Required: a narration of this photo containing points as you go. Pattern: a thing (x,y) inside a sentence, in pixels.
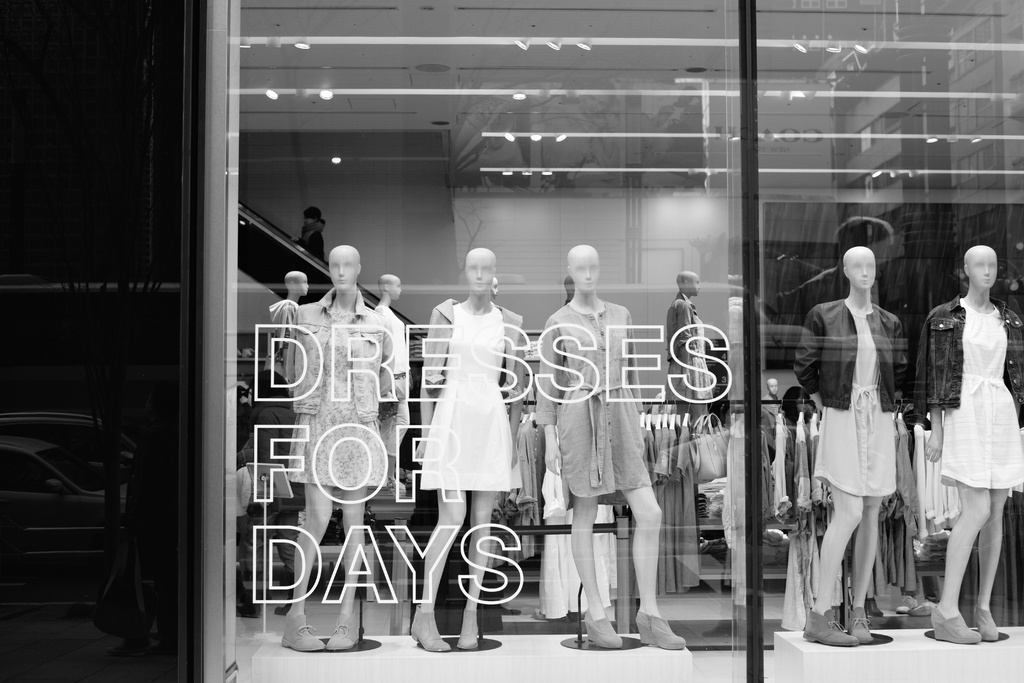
In the picture I can see mannequins (548,415), clothes (673,496), lights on the ceiling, glass wall (619,384) which something written on it and other objects (702,465). This picture is black and white in color.
